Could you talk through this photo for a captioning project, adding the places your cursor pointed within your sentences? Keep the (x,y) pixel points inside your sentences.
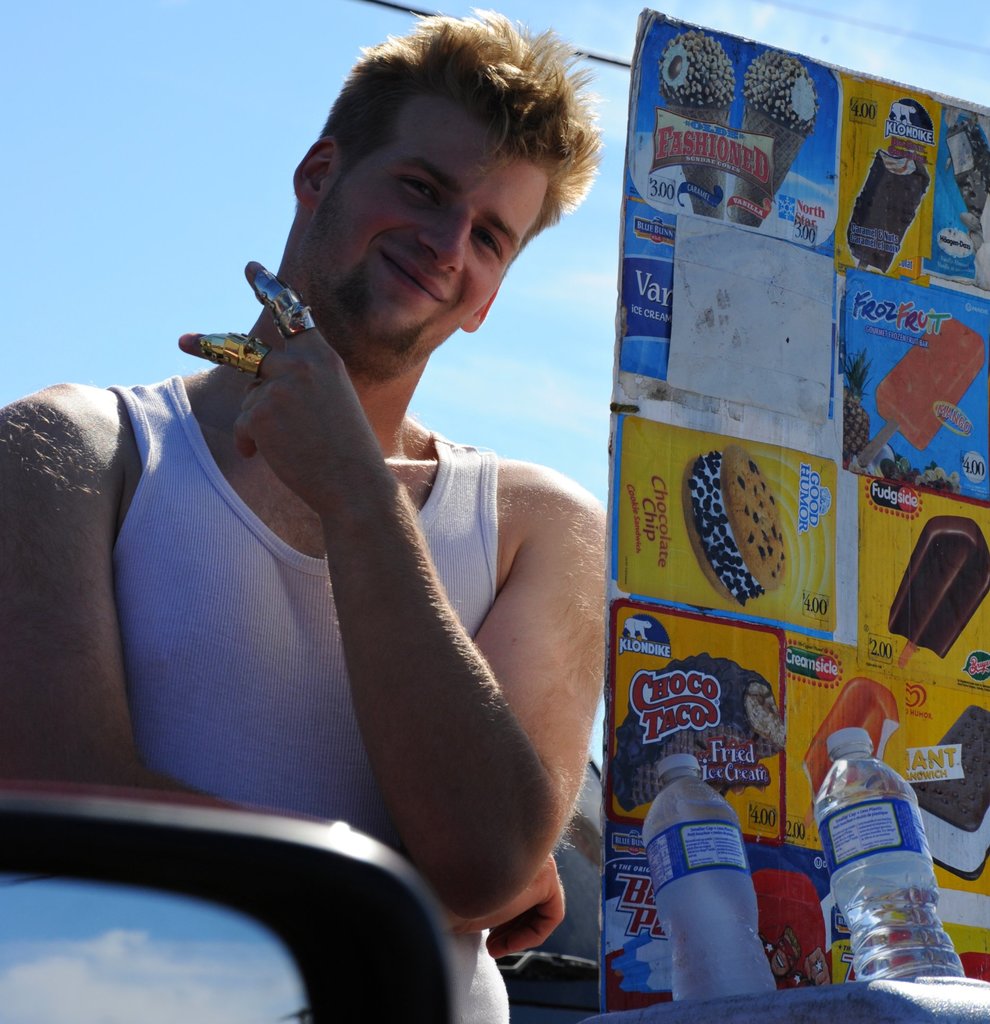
I can see in this image a man (367,516) standing and smiling. I can also see there are few bottles (843,859) and an object (841,496) in the front (899,853).
